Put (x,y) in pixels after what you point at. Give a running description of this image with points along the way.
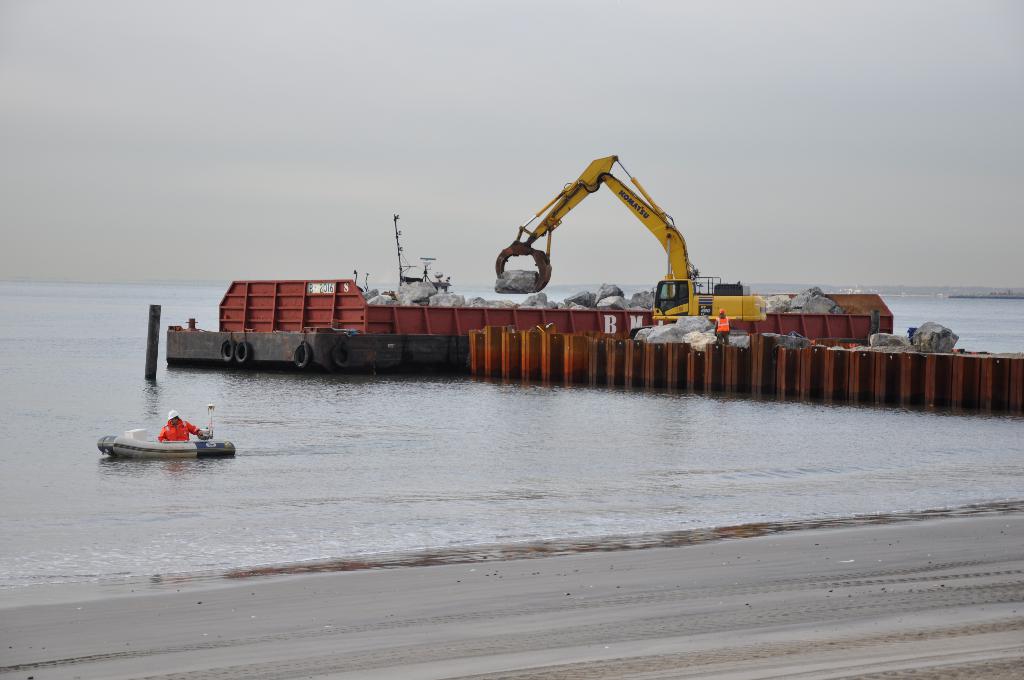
In this image I can see a person (181,432) is inside the boat (153,452). I can see a crane (735,285), few stones (508,286), water (202,468), boat (406,337) and brown color object (758,379). The sky (498,120) is in white color.
